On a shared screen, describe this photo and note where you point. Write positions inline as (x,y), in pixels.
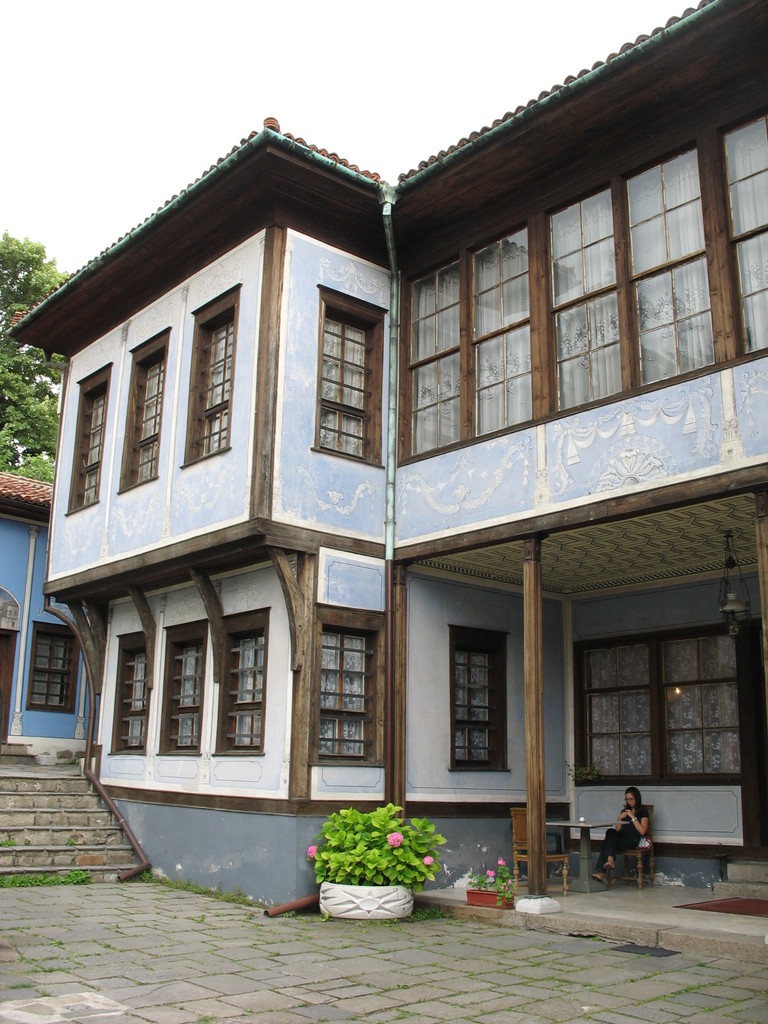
In this image we can see there is a building (334,723), in front of the building (355,704) there is a flower pot (372,876), beside the flower pot (402,890) there is a girl (623,848) sitting on the chair (651,827), which is in the veranda (667,893) of a building (675,886). In the background (12,394) there is a tree (34,430) and a sky (42,210).
